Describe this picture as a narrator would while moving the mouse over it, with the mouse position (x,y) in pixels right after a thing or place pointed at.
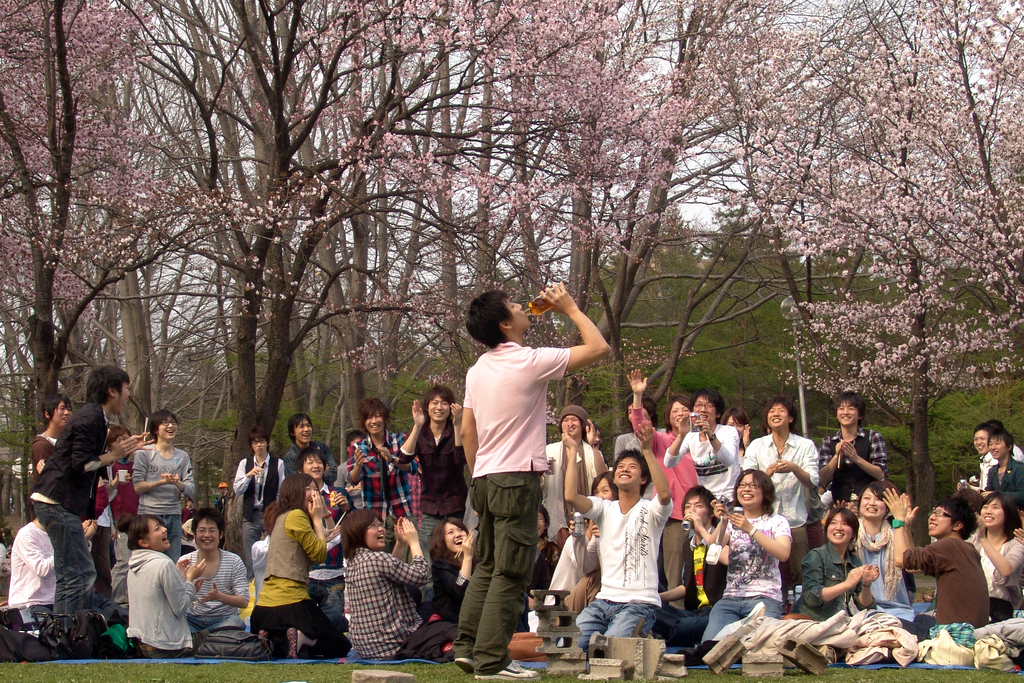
In this picture I can see few people (833,466) are standing and few are sitting and I can see a man (491,404) standing and drinking with the help of a bottle (540,303) in his hand (552,292) and few are clapping and I can see trees (637,248) and a sky (786,24) in the back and I can see grass (250,665) on the ground (850,673).
